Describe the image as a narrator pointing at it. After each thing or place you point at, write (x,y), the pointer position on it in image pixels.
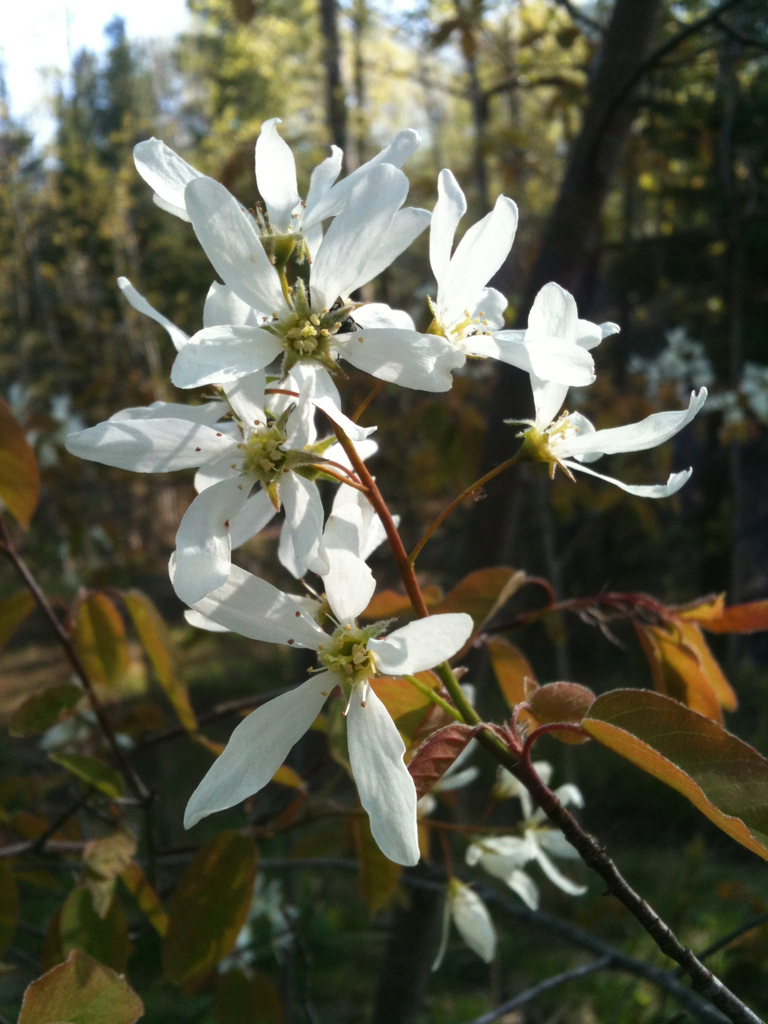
In this image I can see white color flowers (334,515) to a stem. In the background (445,40) there are many trees (541,32). At the top of the image (106,42) I can see the sky (99,47).
